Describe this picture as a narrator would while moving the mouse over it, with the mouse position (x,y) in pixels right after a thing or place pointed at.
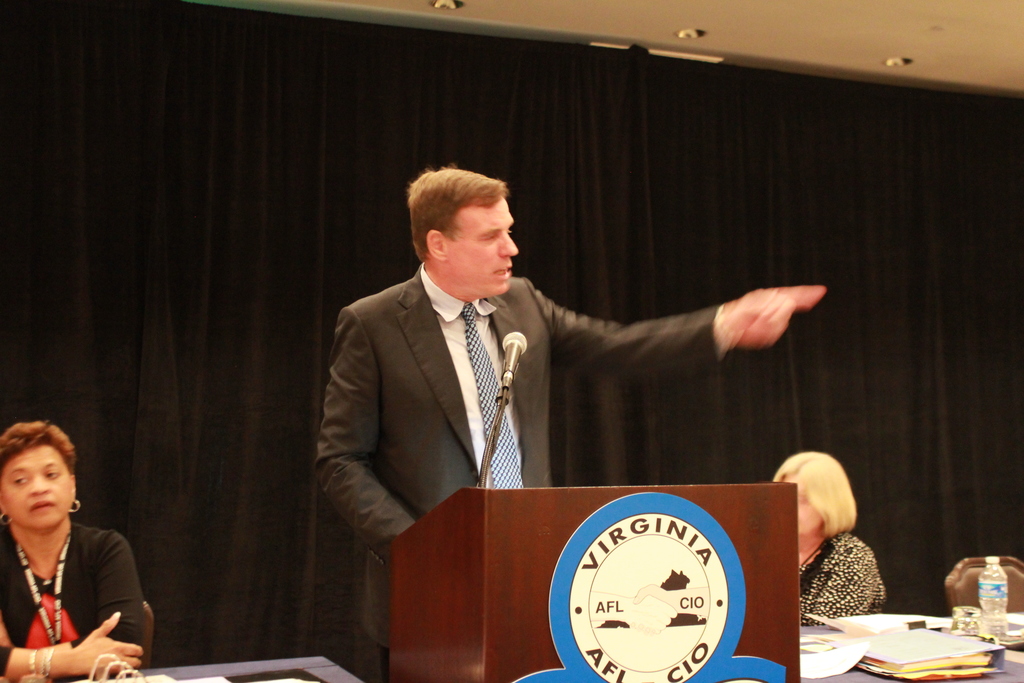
In this image we can see a person (465,343) standing near a podium (613,613). To the left side of the image (146,609) there is a lady (37,632) sitting on a chair (148,641). To the right side of the image (820,599) there is another lady (827,575) sitting on chair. In front of her there is a table (829,677) on which there are papers (902,625), water bottle (996,577) and glass (962,614). In the background of the image (284,209) there is black color curtain (611,161). At the top of the image (767,32) there is ceiling (767,32).
